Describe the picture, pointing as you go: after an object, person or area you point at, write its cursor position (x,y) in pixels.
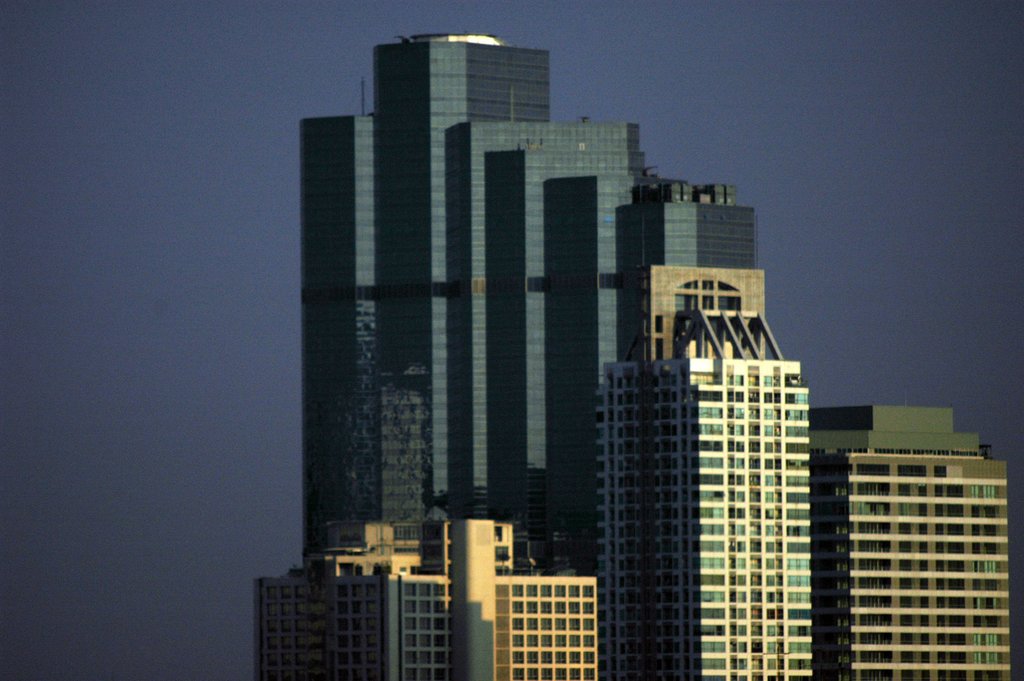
In the image there are many tall towers (613,416) and buildings (574,467).
